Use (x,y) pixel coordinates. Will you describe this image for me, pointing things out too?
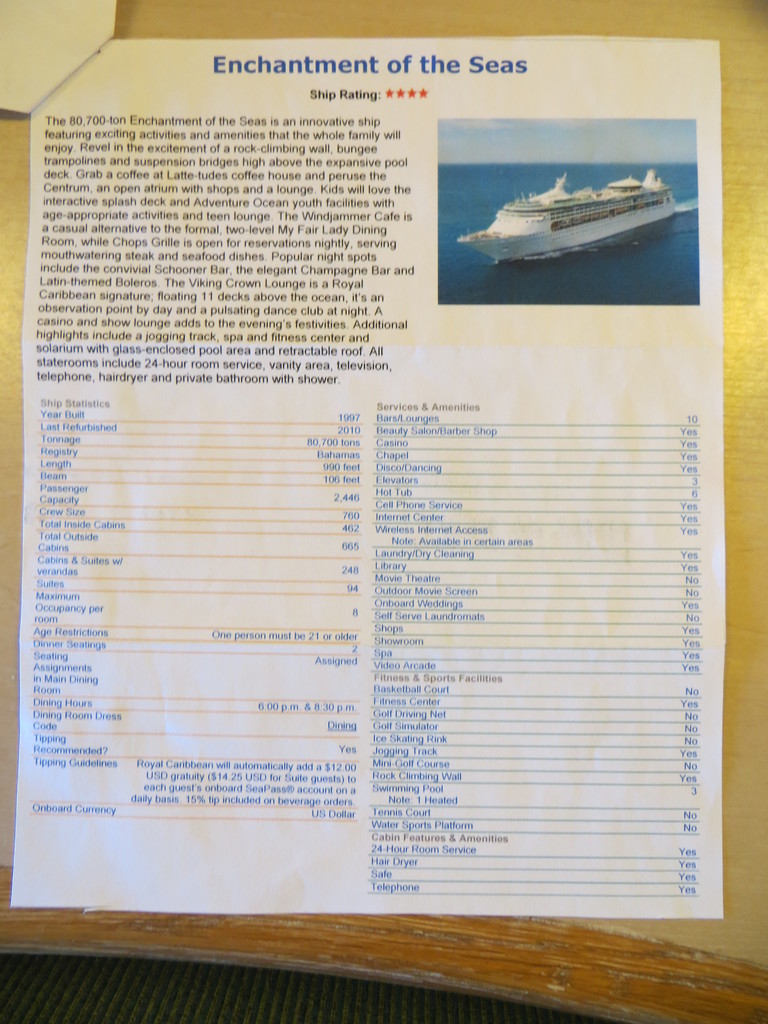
In the picture we can see a pamphlet (403,827) with some information (109,377) and under it we can see some names (463,407) and number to it and beside it, we can see an image of the ship (567,203) in the ocean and the heading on the top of it is Enchantment of the seas.
